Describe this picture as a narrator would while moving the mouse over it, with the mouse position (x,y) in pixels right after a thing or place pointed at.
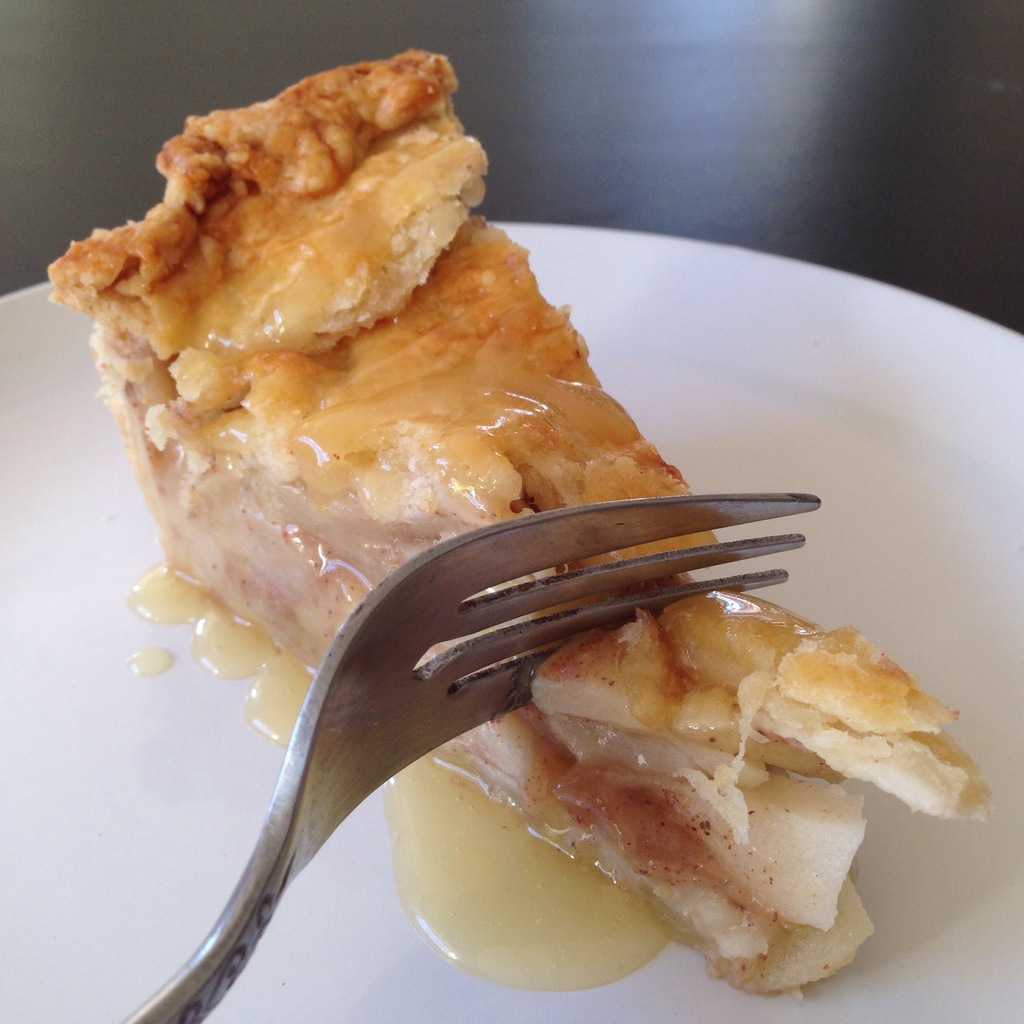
Here I can see a plate (901,433) which consists of some food item (381,534) and fork (232,915). This plate (657,428) is placed on a table (789,98).
